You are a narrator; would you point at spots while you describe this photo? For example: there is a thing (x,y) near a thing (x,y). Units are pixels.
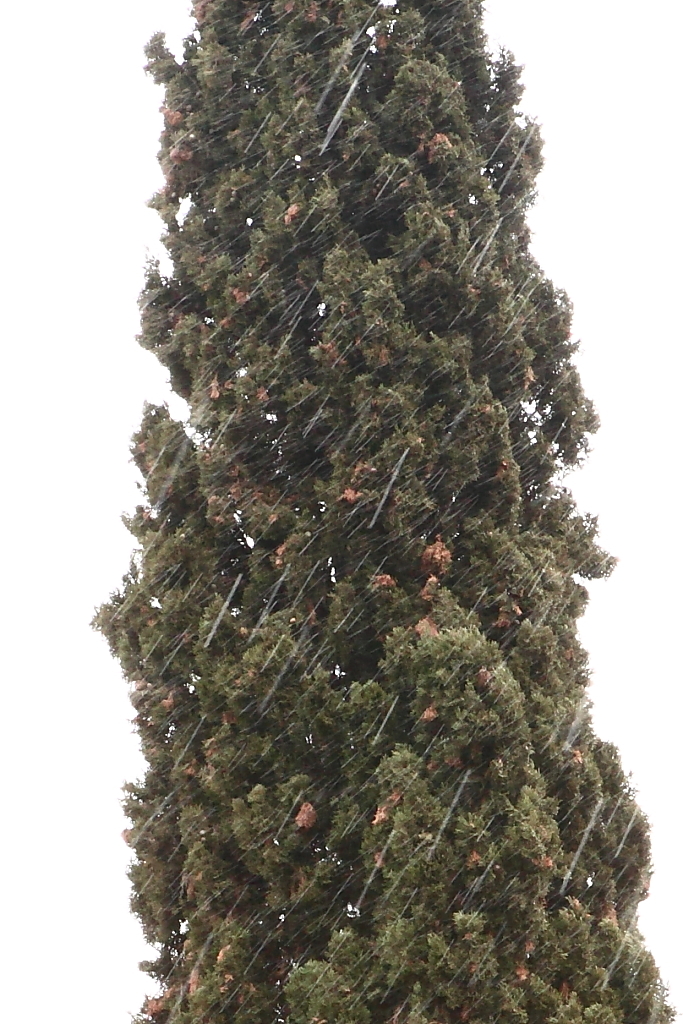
In this picture I can observe tree (234,557) in the middle of the picture (322,620). The background (102,164) is in white color.
